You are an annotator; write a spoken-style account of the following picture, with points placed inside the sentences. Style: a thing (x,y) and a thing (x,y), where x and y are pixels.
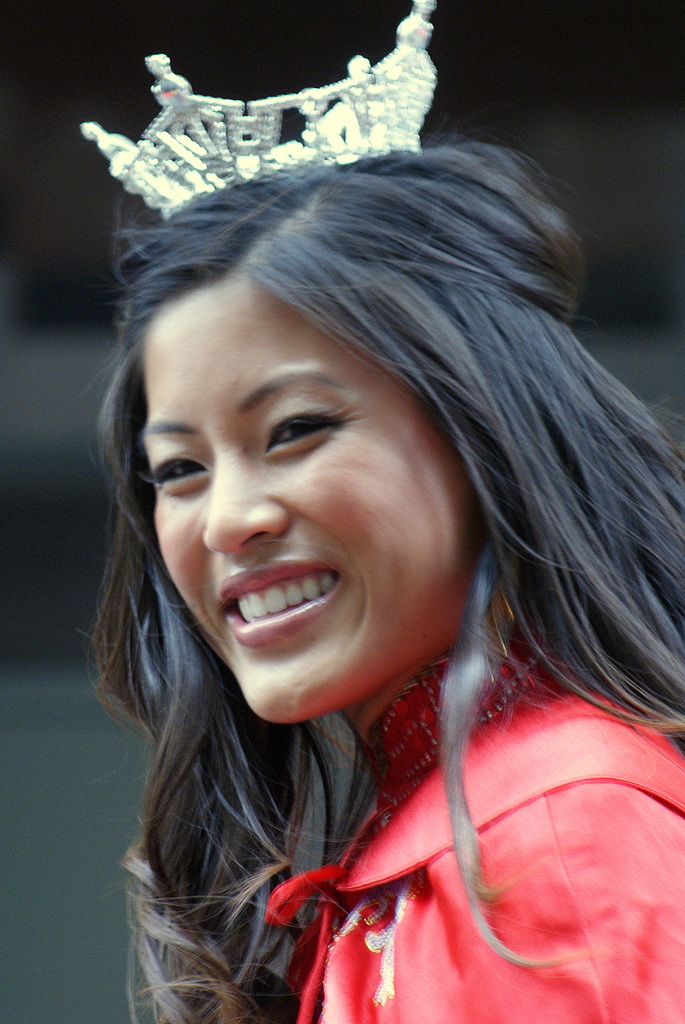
In this image we can see a woman (474,492) wearing a crown (390,105) on her head (394,155).
